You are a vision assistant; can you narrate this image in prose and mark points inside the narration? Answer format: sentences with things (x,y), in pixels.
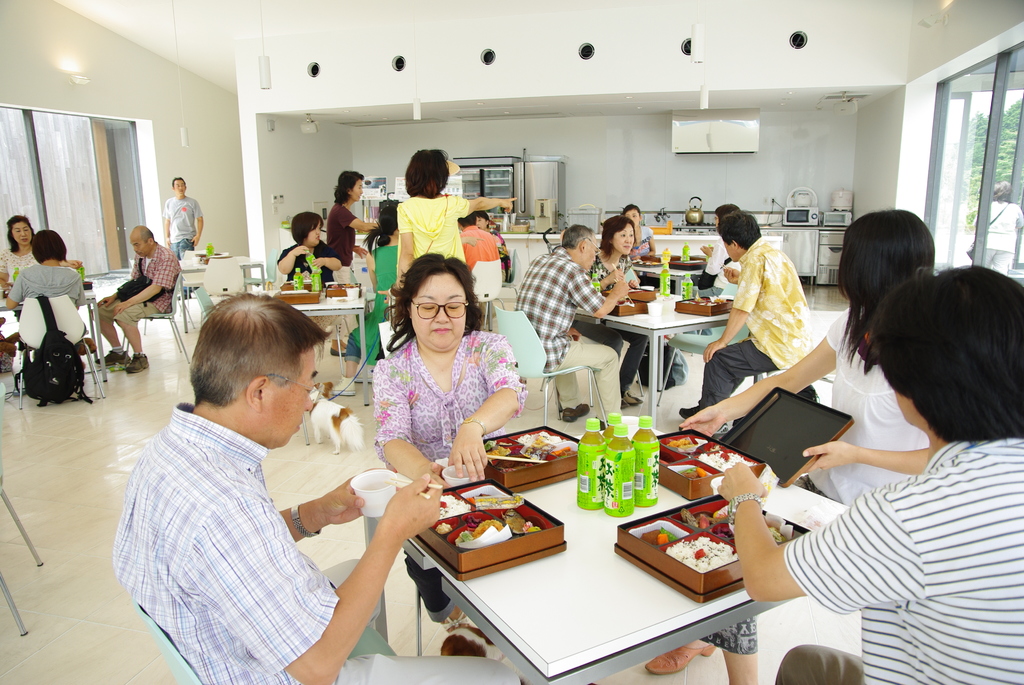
In this image I can see the group of people (340,277) with different color dresses (472,344). I can see few people (306,369) are sitting in-front of the table (565,586). On the table (576,581) I can see the brown color boxes (483,549) with food (471,535) and bottles (594,465). I can also see few people (419,217) are standing. In the background (579,213) there are some kitchen utensils (691,204) and to the side there are the glass windows (937,201). There is a light (69,65) in the top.
